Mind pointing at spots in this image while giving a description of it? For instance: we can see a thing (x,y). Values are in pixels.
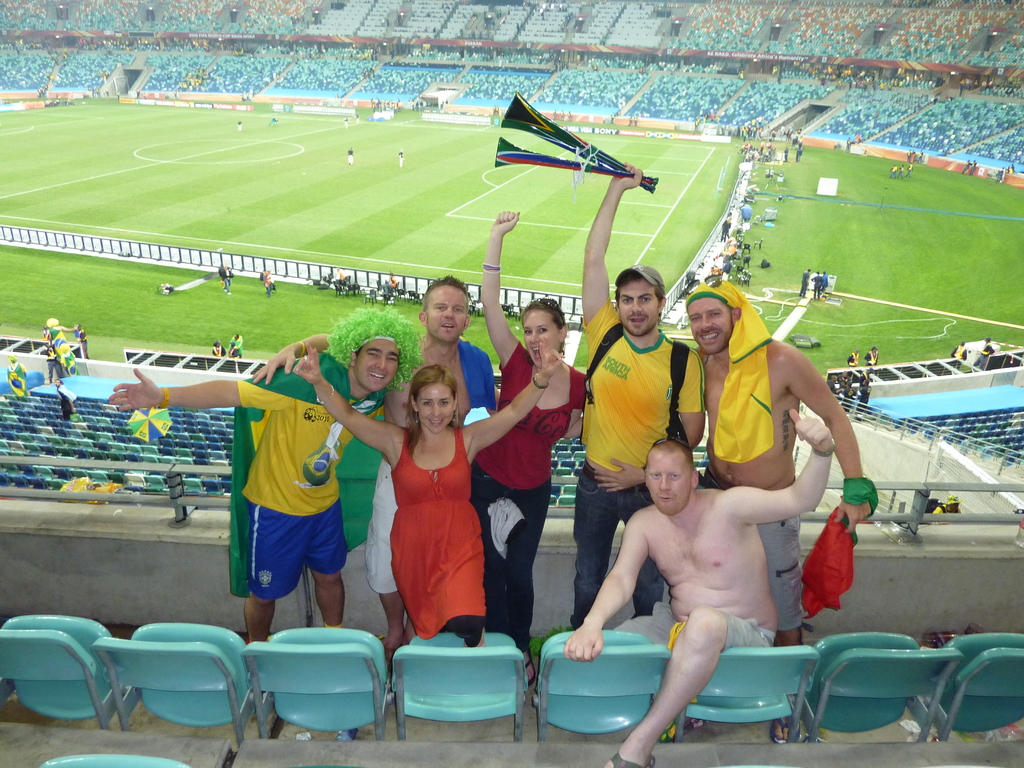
It is looking like stadium (481,74). In the middle of the image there is a ground (304,205) few people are playing in that. On the bottom of the image (351,530) I can see few people (534,441) are standing, smiling and giving pose to the picture.
